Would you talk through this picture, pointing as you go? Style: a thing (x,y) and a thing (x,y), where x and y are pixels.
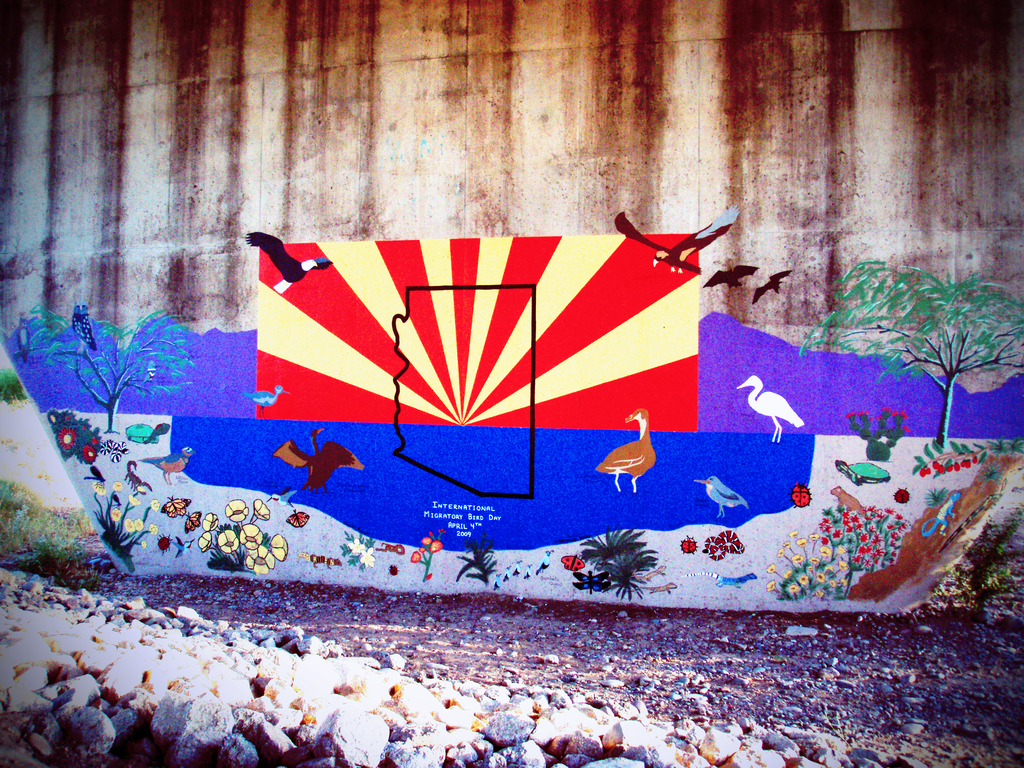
In this picture we can see a wall (606,175) and on this wall (784,265) there is a painting (582,419) of birds (311,459) flying, trees (939,359) and some bugs (580,570), insects (127,482), flower plants (146,511) and in front of this wall (353,543) there is a land (523,642) and rocks (164,682) like stones (104,703) one after the other.
